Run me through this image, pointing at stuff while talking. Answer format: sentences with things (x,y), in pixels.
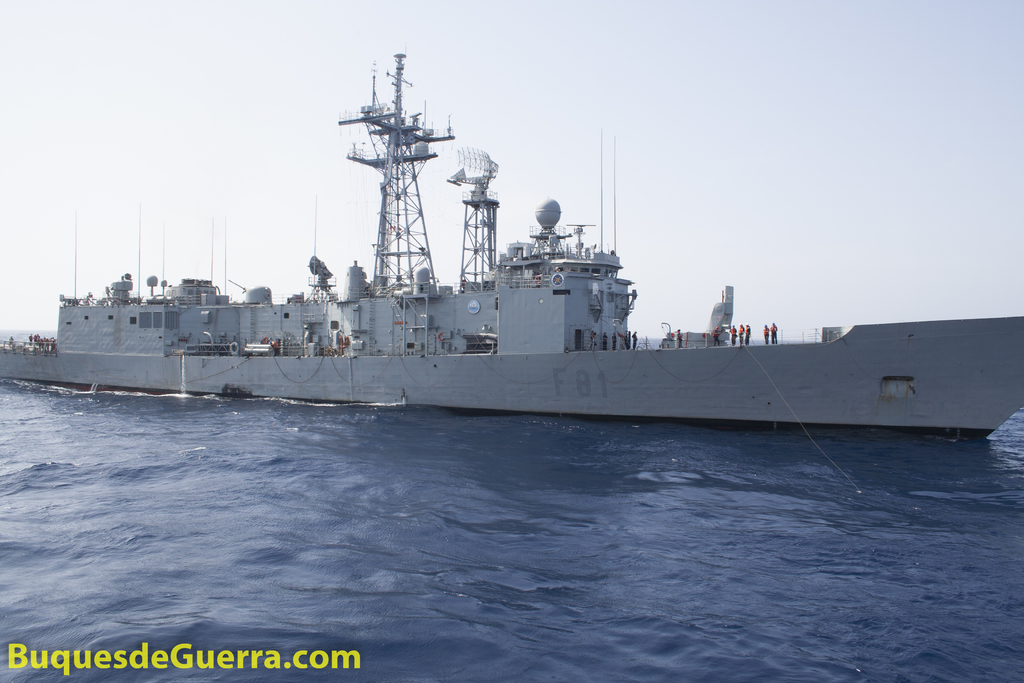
It is a very big ship (366,340) which is in grey color in the water (521,482) and on the left side (14,657) there is a website name (286,662). At the top (661,82) it's a sky (558,74).
